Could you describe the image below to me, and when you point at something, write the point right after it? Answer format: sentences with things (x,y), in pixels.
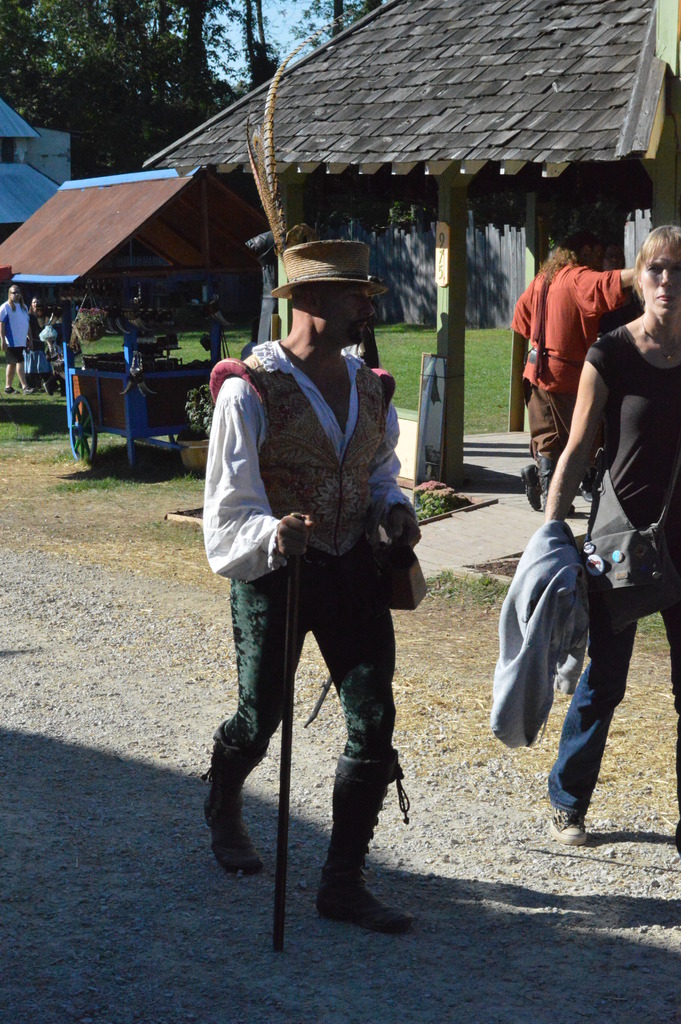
In this image we can see two men (368,502) and one woman (621,638). Behind one cart (132,339) is there and trees (88,99) are present. Men (329,403) is wearing white color shirt (311,401) and hat (310,278). Man (330,317) holding stick (288,718) in his hand (299,523). The woman (636,429) is wearing black color top (627,473) with jeans (574,762).
